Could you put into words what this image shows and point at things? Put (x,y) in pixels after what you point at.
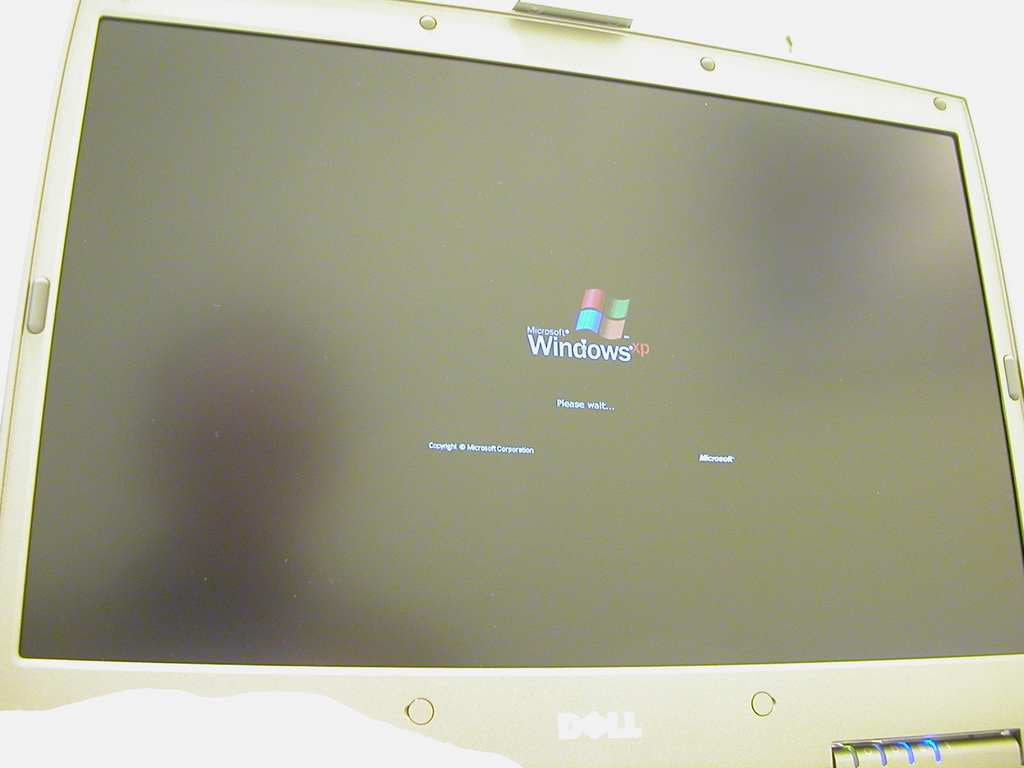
In the image there is a monitor (822,647). On the monitor screen (610,405) there is an image (610,330) and also there is text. At the bottom of the image (608,723) there is a name (622,717) on the monitor (899,732).
